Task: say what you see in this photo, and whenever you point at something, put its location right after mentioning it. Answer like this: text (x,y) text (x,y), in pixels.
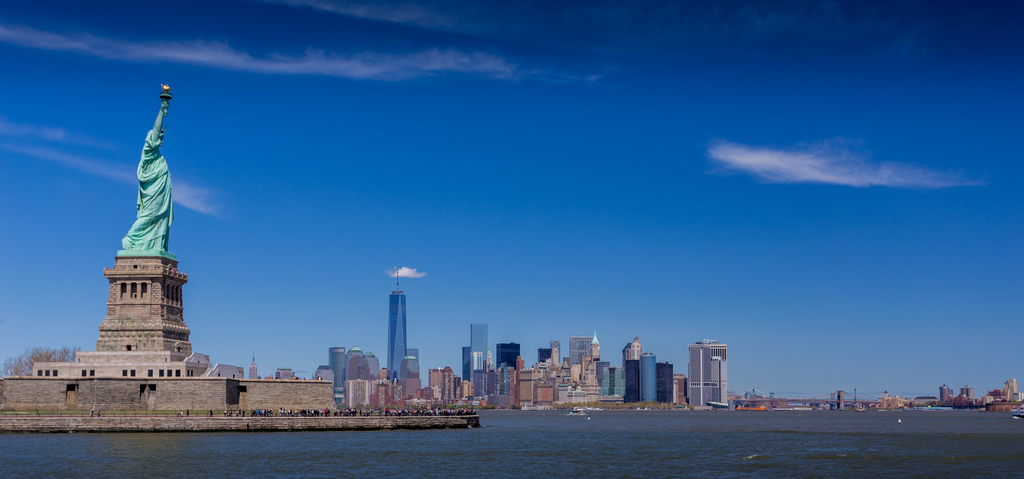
In the image we can see there is a statue of liberty (148,181) and there are people (327,410) standing on the ground (413,421). There is water (643,446) and behind there are lot of buildings (519,388). There is clear sky (531,150) on the top (531,150).
